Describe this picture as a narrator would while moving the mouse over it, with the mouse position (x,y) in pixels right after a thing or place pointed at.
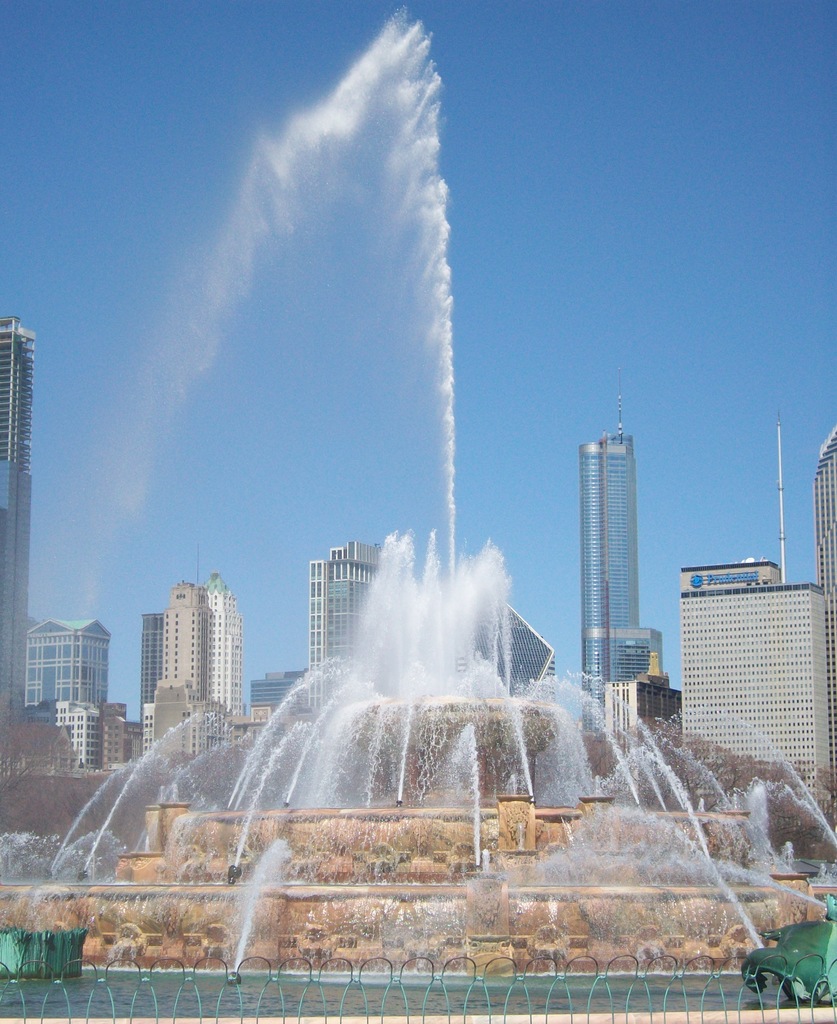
There is a fence (218,971). Besides this fence (368,1002), there is water (209,1002). Beside this water (256,985), there are waterfalls (497,664). In the background (521,430), there are buildings (237,662) and there is blue sky (712,284).
